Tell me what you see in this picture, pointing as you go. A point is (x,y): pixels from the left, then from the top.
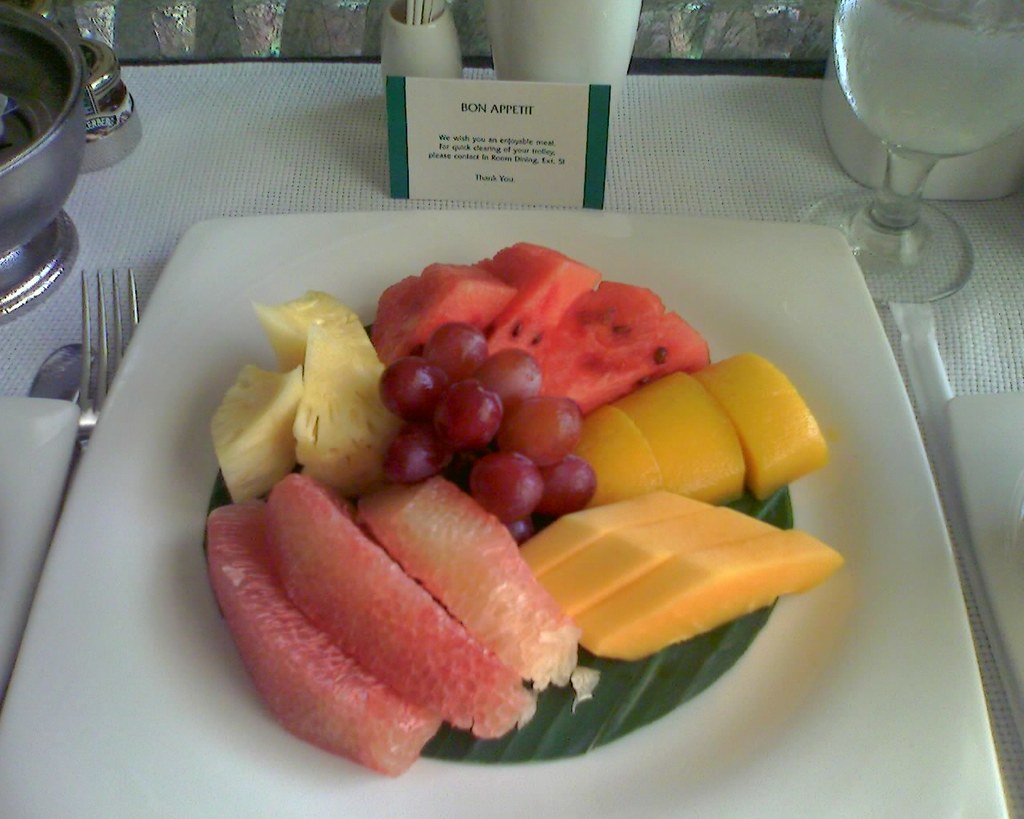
In this image there are fruits (411,300) on the plate (722,350). Beside the plate (816,301) there is a glass (989,85). There is a fork (80,410). There is a card (465,145) and there are a few other objects (572,49) on the table (354,132).
